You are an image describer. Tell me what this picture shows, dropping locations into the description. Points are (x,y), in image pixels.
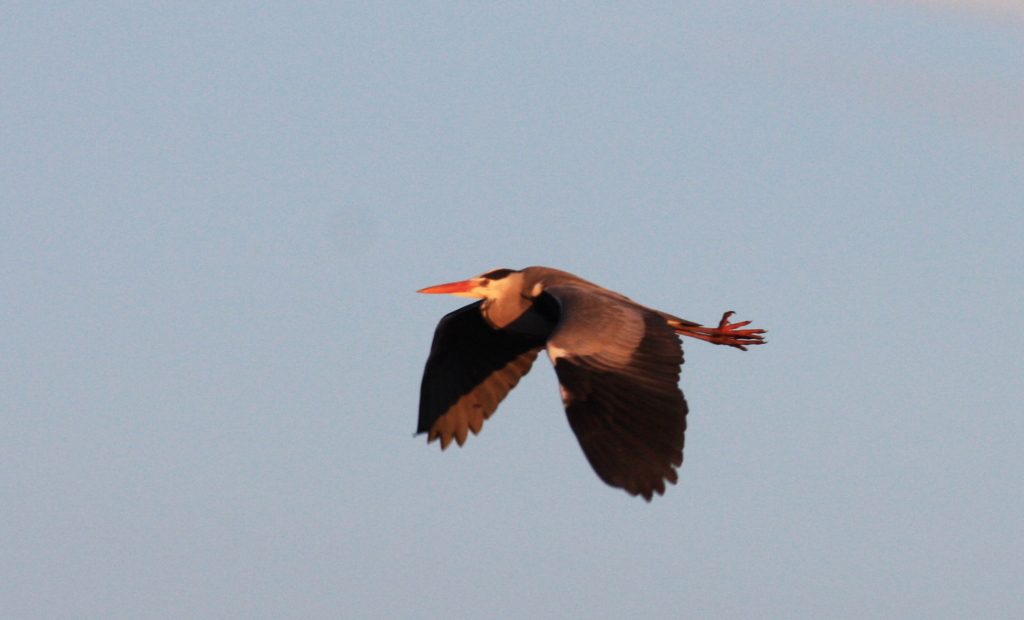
In the image I can see the bird (626,398) is flying in the air (383,517). It is in black and brown color. The sky (446,146) is in blue color.
